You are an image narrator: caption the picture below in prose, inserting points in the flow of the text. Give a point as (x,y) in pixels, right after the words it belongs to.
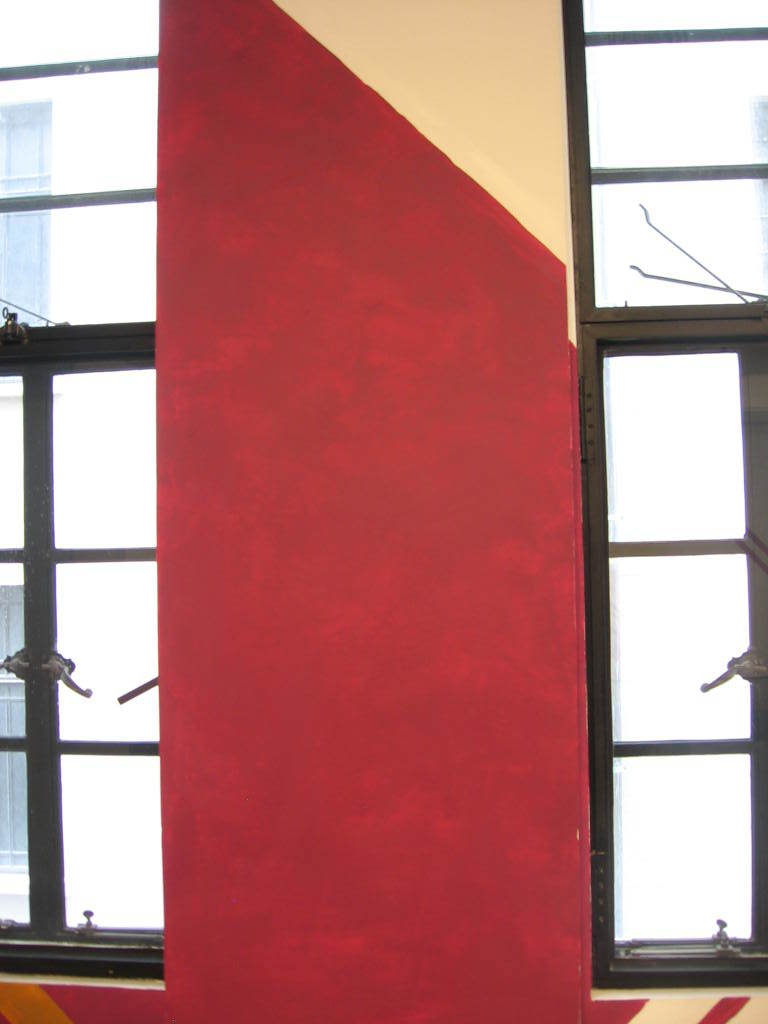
In this image we can see there is a wall (290,416) in middle of this image (289,478) and there is a window (46,464) on the left side of this image (86,406) and on the right side of this image (657,384) as well.
